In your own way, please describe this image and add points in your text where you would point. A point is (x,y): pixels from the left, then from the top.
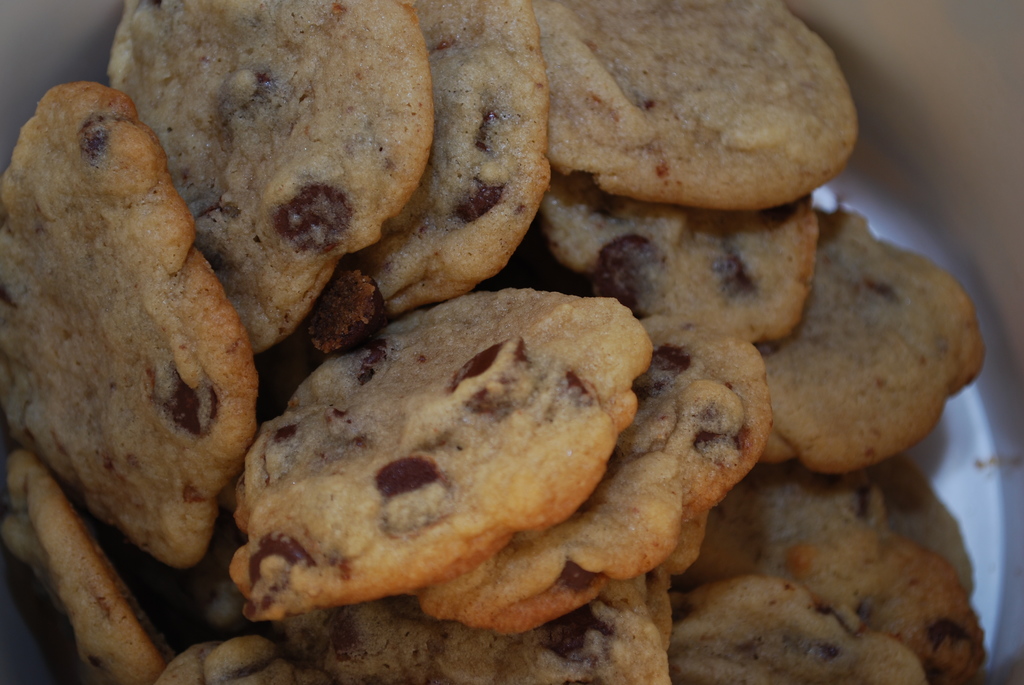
In this image there are so many cookies (500,335) in the box (963,402). On the cookies (488,480) there are choc chips (473,407).
